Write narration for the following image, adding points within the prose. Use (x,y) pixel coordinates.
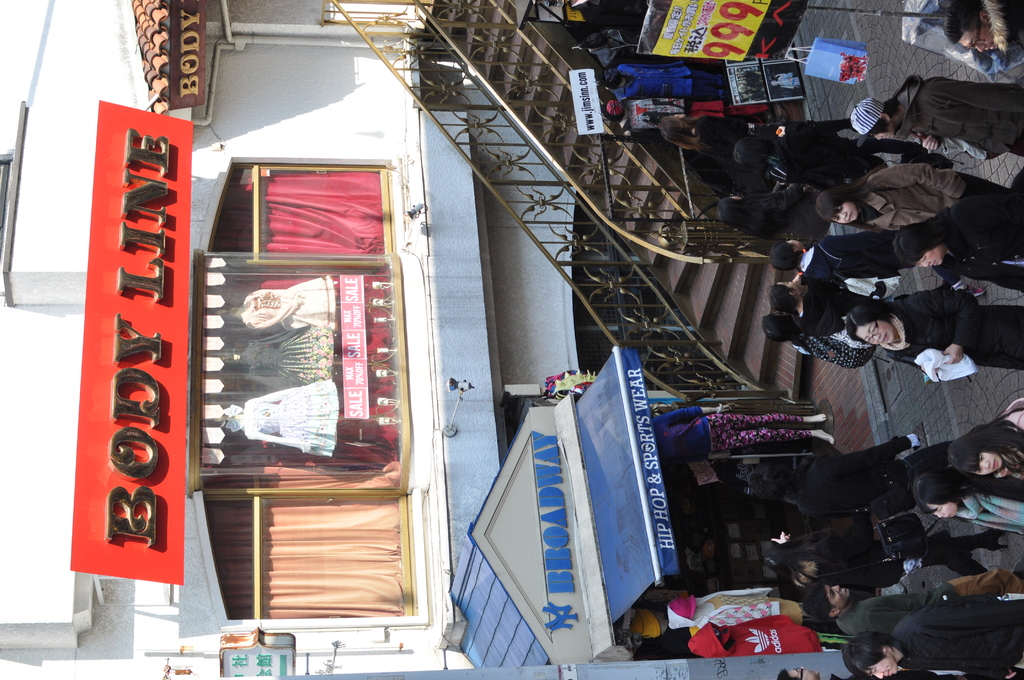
It seems to be the image is outside of the city. In image on right (935,315) and left side we see group of people (875,464) standing on right side (747,314) we can see stair case (732,300), on left side (180,220) we can see a small, window (410,529), curtains (327,574) and a building (422,137) which is labelled as body line and a wall (327,81) which is in white color.
